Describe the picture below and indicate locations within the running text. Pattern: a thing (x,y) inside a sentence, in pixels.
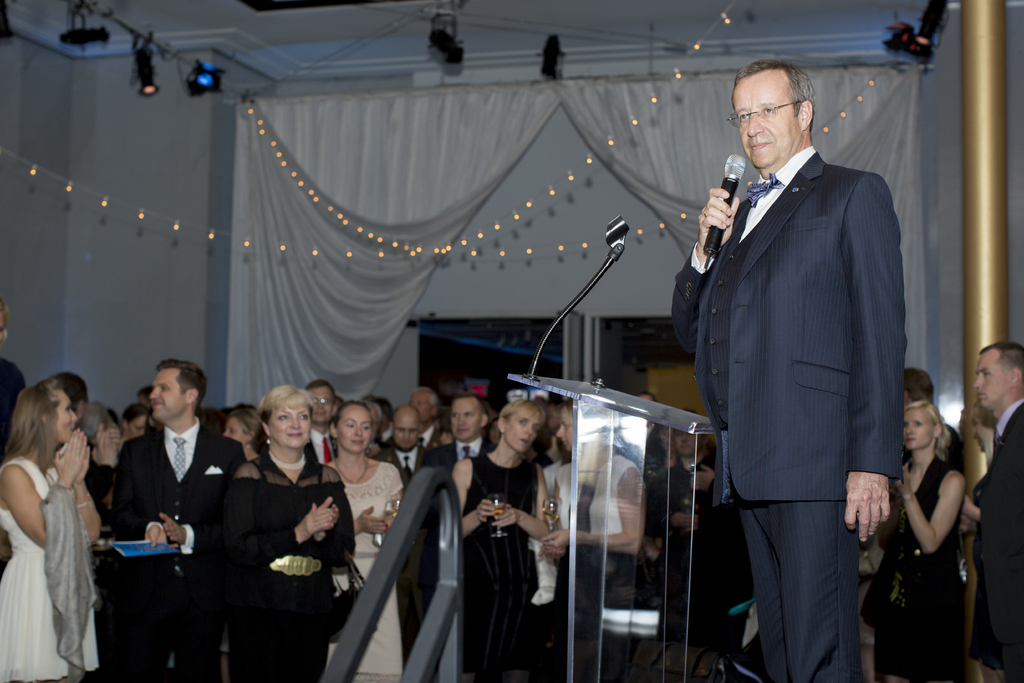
In this image we can see a few people (371,513) standing, among them, one person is standing in front of the podium (648,584) and holding a mic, there are some lights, curtains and a pillar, also we can see the wall (583,224).
